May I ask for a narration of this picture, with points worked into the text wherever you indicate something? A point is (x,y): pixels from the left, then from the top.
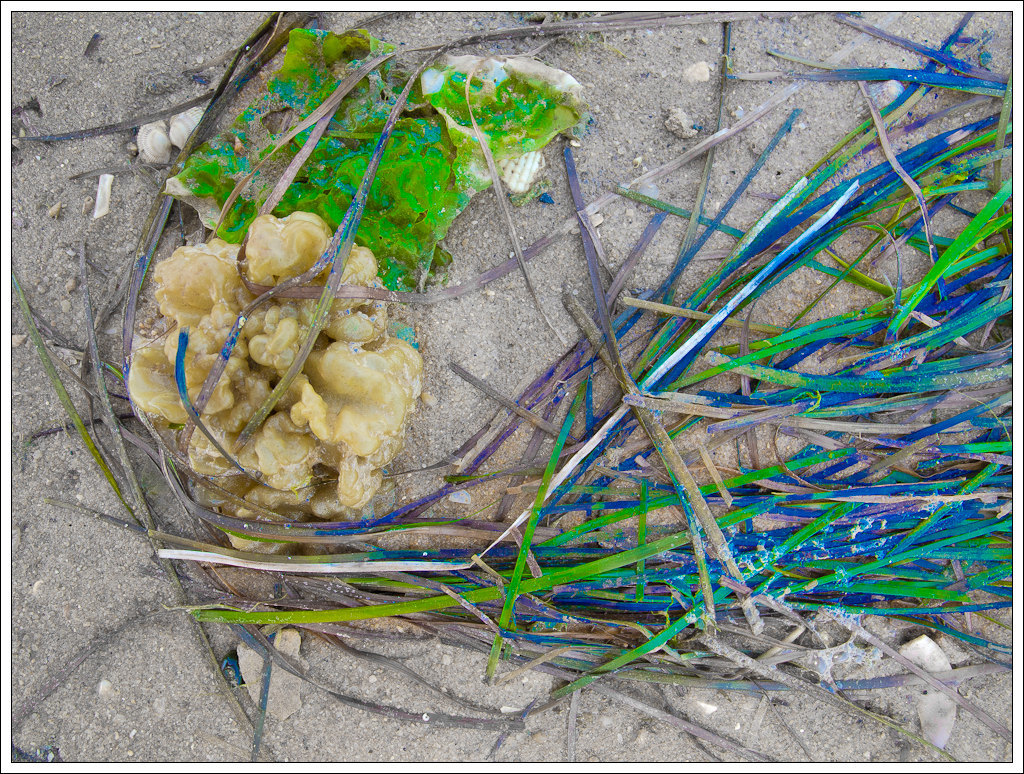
In the image there are coral (271,236), shells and there are few items (833,378) which are green, blue and white color. All these items (878,446) are on the sand (52,310).
